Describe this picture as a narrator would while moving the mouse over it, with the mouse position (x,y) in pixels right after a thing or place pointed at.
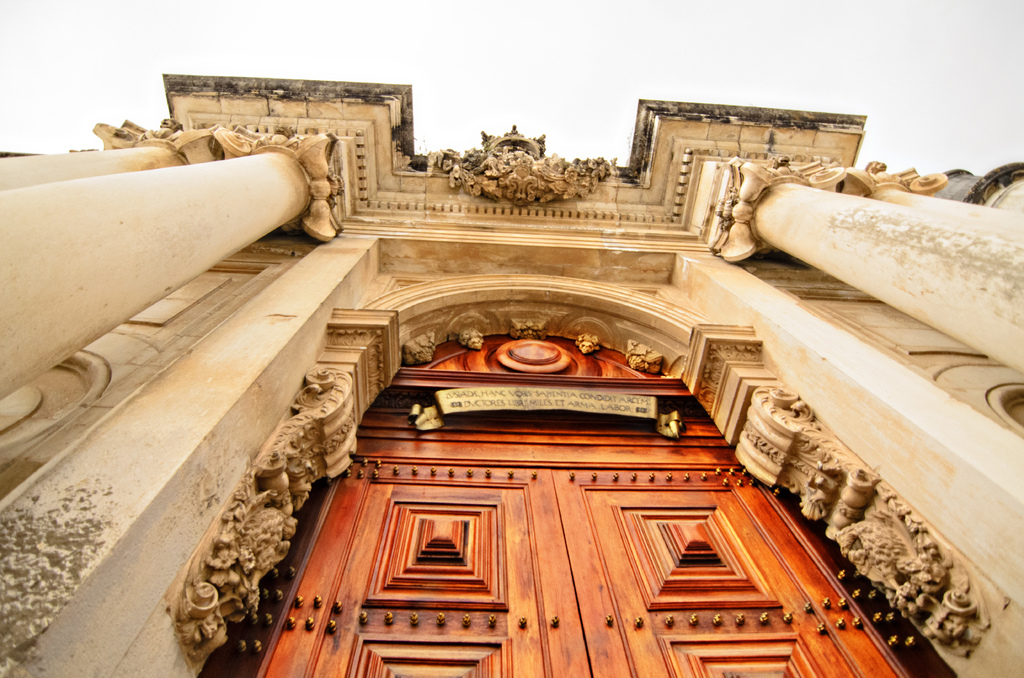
In this image I can see the door (655,620) in brown color and I can see the building (527,283) and the background (588,62) is in white color.
